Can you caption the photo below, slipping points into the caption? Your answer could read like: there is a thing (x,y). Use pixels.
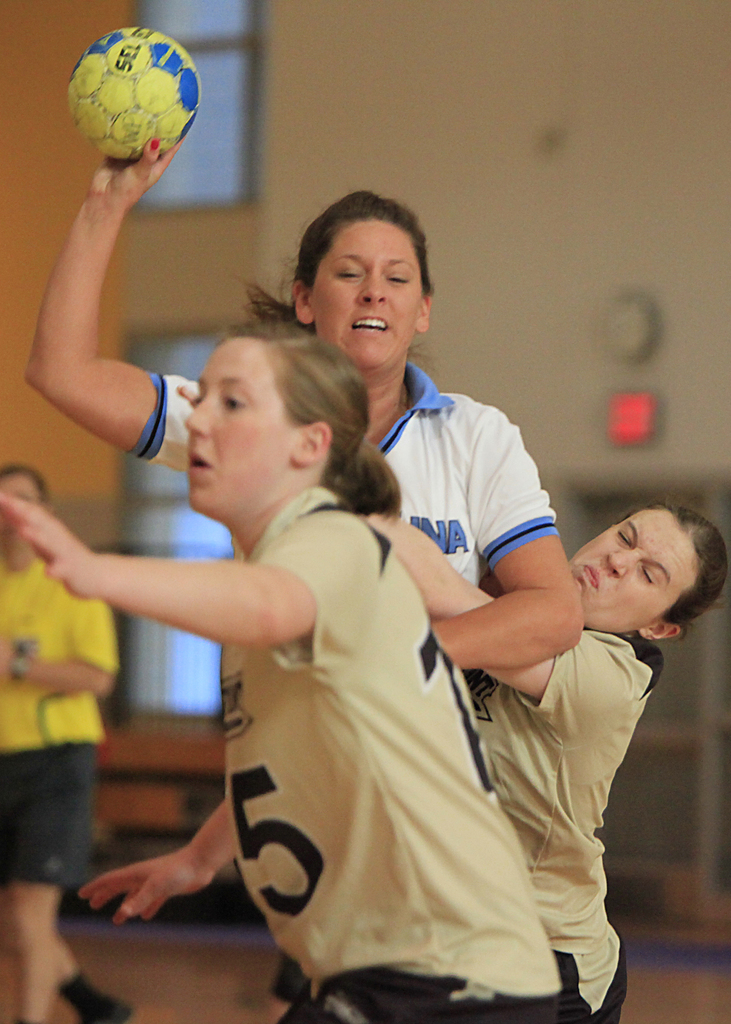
This image is clicked in a court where women (451,480) are playing something with a ball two women (631,572) are wearing mustard color t-shirts (476,767) and one woman (438,504) is wearing white color t-shirt (448,515). she is in the middle of the image (354,344) is holding a yellow color ball (168,39) and in the left side (27,777) corner there is a woman (62,677) who is wearing yellow colour t-shirt (92,736) and black short (71,875), backside of them there is a window (170,646).
